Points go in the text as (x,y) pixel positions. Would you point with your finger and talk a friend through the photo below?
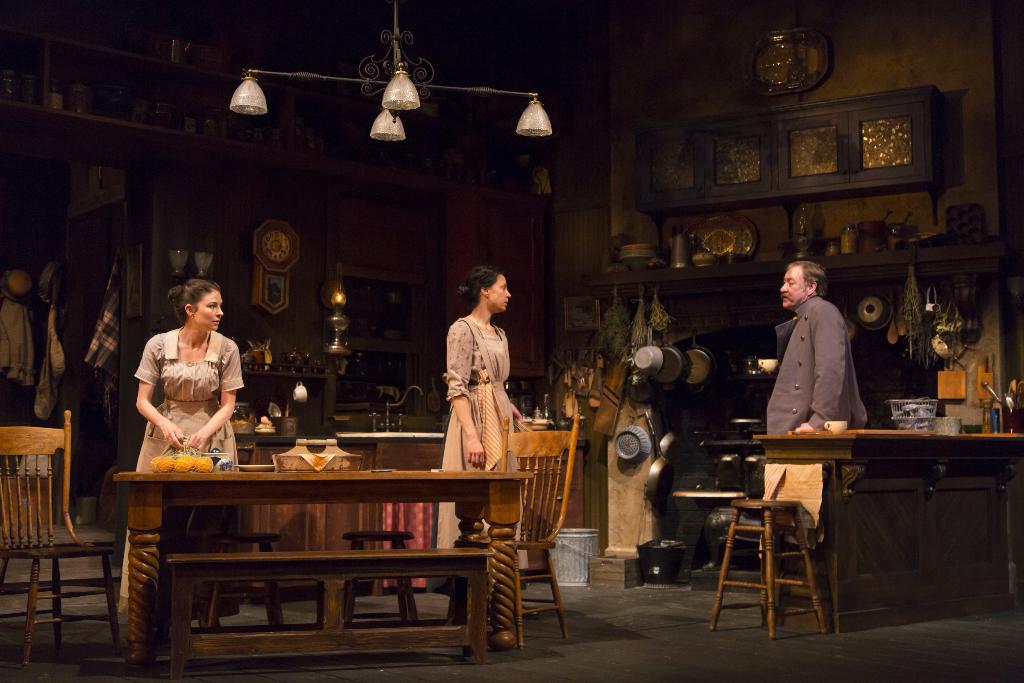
This picture shows three people (218,439) standing a woman (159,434) holding a cloth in a hand (175,432) and we see a table (353,473) and few chairs (534,494) and some vessels (619,454).
